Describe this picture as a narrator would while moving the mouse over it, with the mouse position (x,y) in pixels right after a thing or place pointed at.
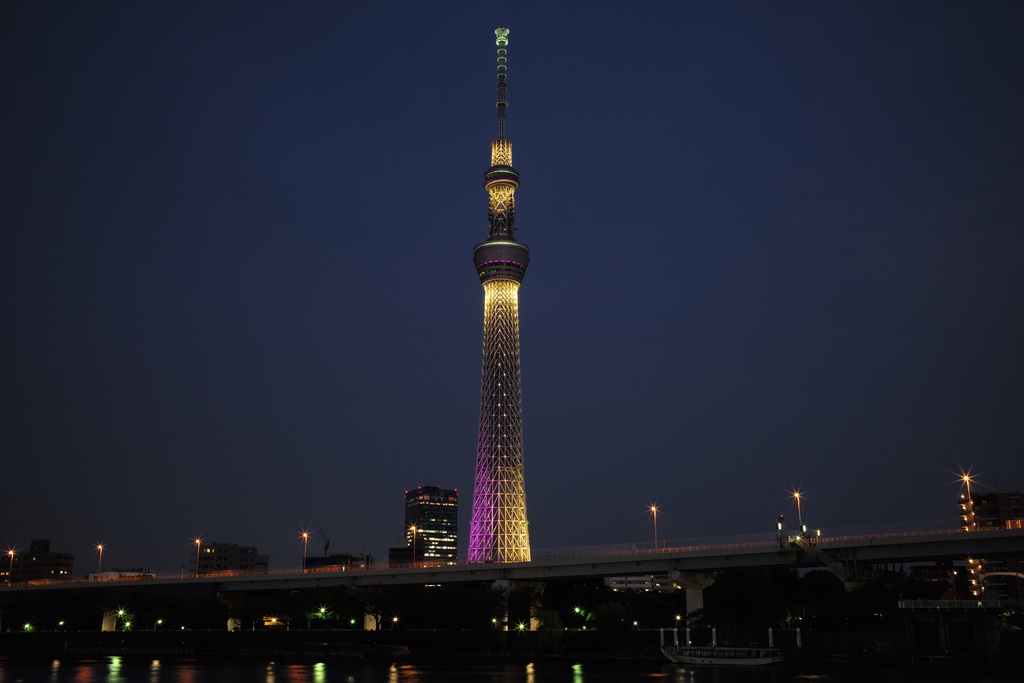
In the middle of the image (502,448) we can see a tower (493,508) and we can find few buildings (423,510), at the bottom of the image (678,651) we can see a boat (691,659) on the water (448,672), in the background (908,546) we can find few lights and a bridge (656,571).
